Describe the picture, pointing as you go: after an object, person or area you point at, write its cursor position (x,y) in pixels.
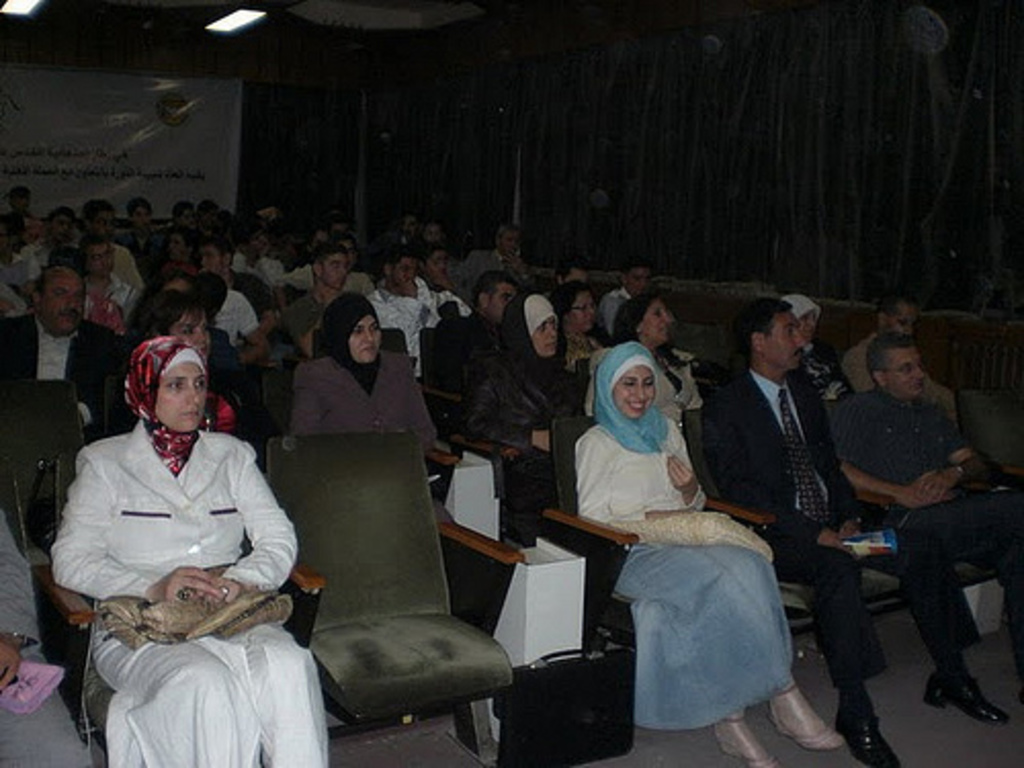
In this picture i could see some people (270,327) sitting on the chairs (374,616) there are men (263,309) and women (644,455) together. In the background (131,163) i could see a white colored banner (169,150) and to the right (844,167) there is a black colored wall (620,142).
